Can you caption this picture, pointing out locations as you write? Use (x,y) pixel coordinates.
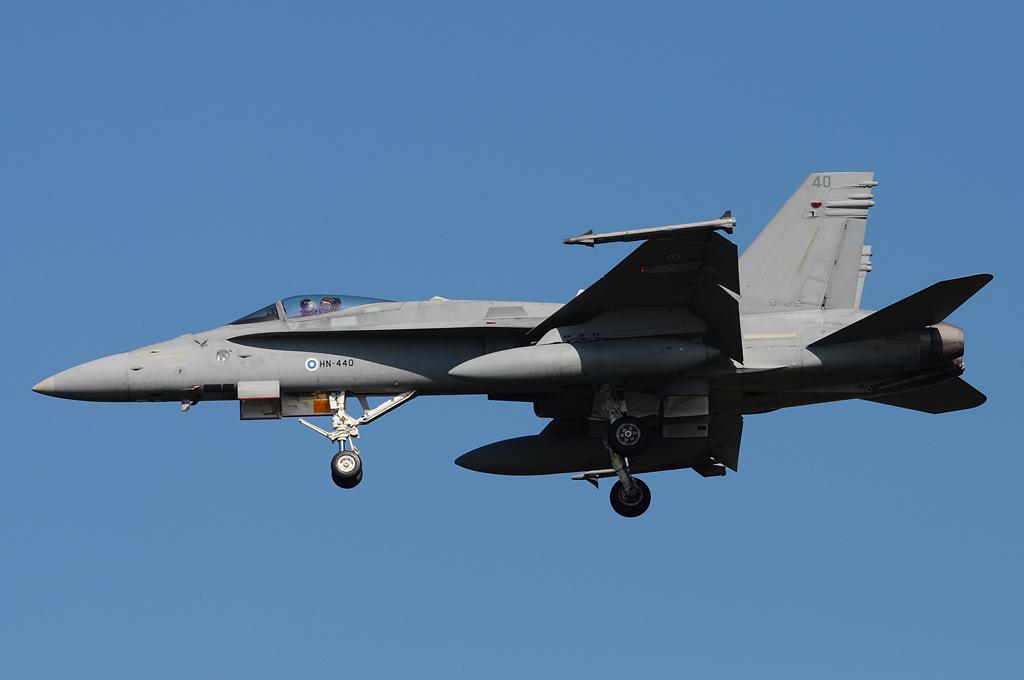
In this image we can see an aircraft (339,376) which is flying in the sky (239,305) and there is a person (305,310) sitting in it and at the background of the image (254,606) there is clear sky (227,479).
